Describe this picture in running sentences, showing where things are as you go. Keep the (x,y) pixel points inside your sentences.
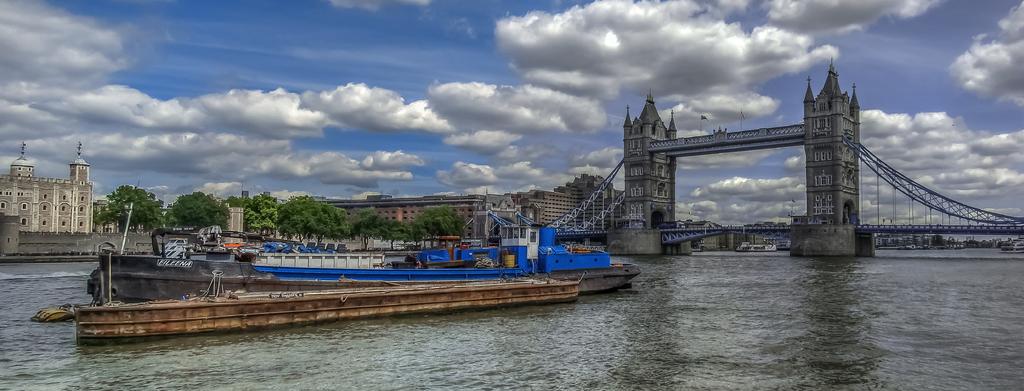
In the center of the image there are boats (511,274) on the river (972,286). On the right side of the image (1008,223) we can see a bridge (716,234), boats (758,248) and building (752,237). In the background (598,207) there are buildings (436,199), trees (263,204), road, sky (358,134) and clouds (523,58).
